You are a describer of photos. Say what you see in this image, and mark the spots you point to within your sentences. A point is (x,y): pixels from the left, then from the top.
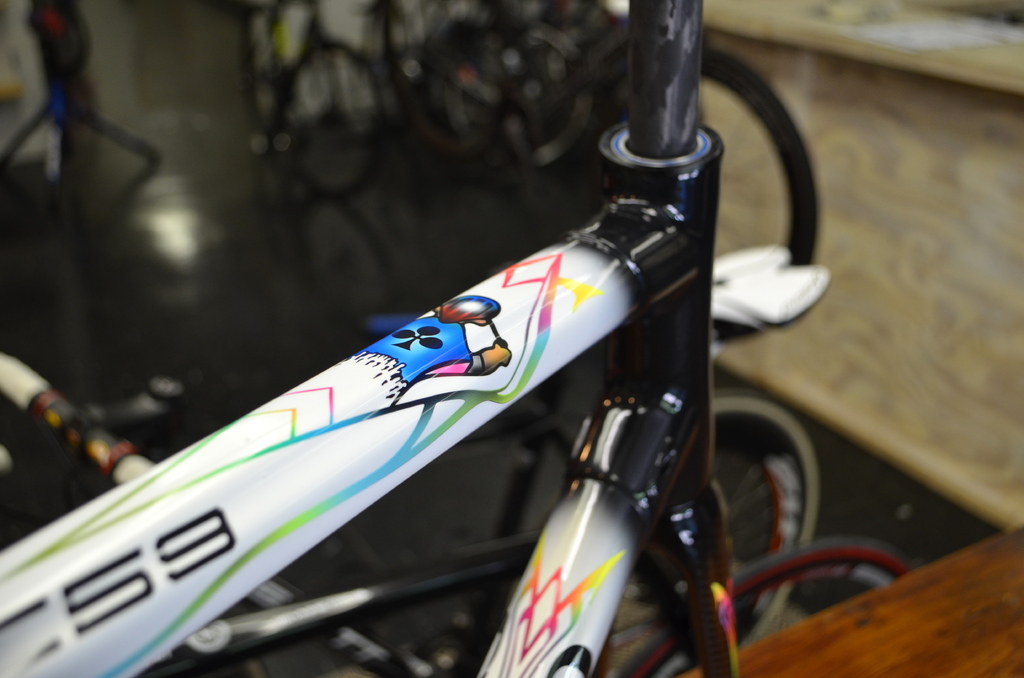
This is a picture of a top tube (426,361) of the bicycle (519,372), and in the background (457,14) there are bicycles (581,27).
